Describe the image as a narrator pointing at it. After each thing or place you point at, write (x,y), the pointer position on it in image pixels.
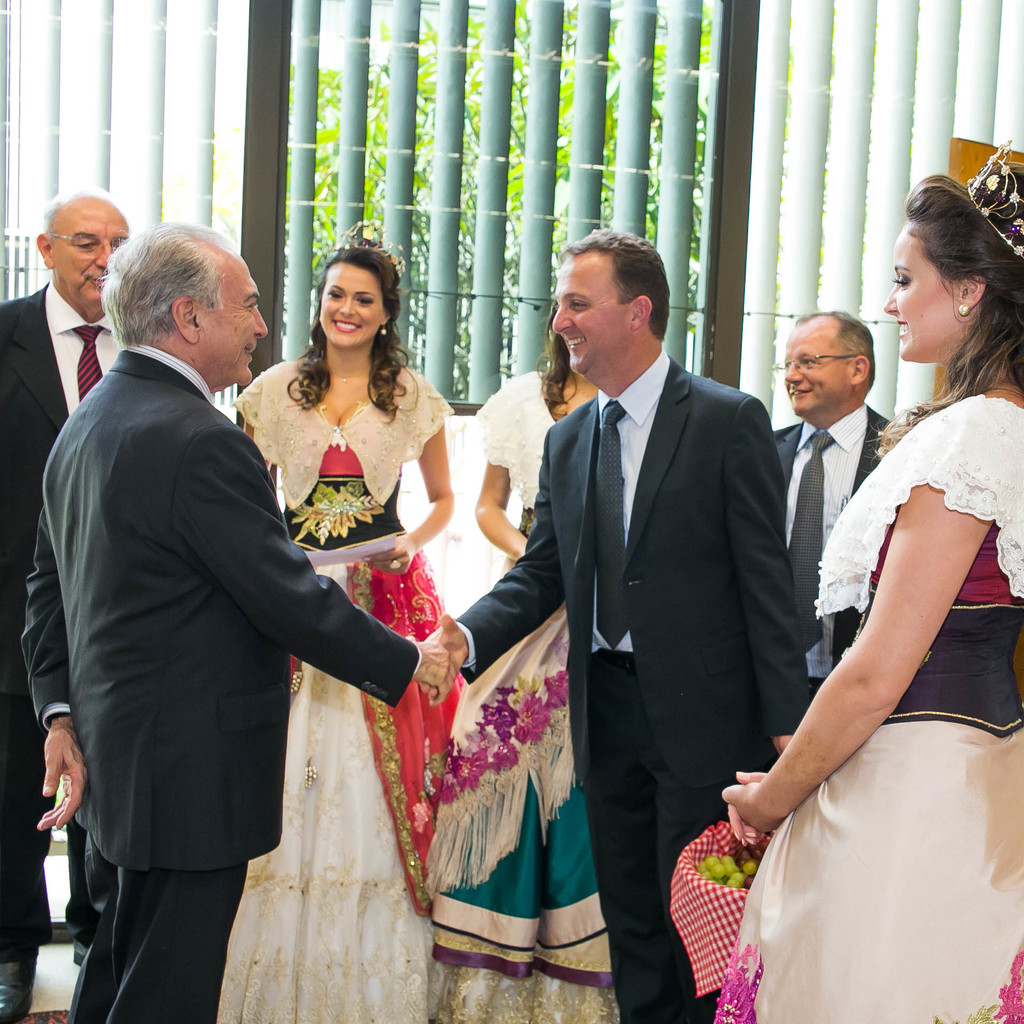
As we can see in the image there are few people (916,432) here and there. There are three women (353,479). These three women (384,767) are wearing white color dresses (346,859). Outside the window (450,186) there are trees (511,185).
